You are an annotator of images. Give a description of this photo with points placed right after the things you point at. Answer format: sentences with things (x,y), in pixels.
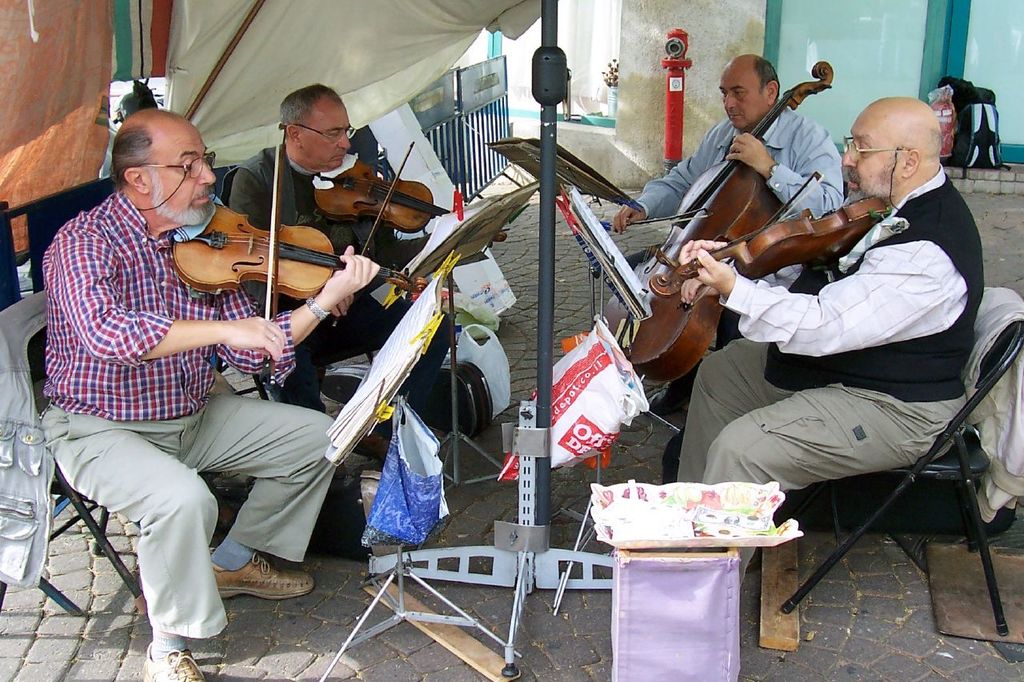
This Image is clicked in a musical concert. There are chairs (961,484) and a tent (440,58) in this image. There are four people (307,169) sitting on chairs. All of them are playing instruments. There are covers (575,404) in the middle (592,411). There is a building (834,94) on the backside (834,94).
